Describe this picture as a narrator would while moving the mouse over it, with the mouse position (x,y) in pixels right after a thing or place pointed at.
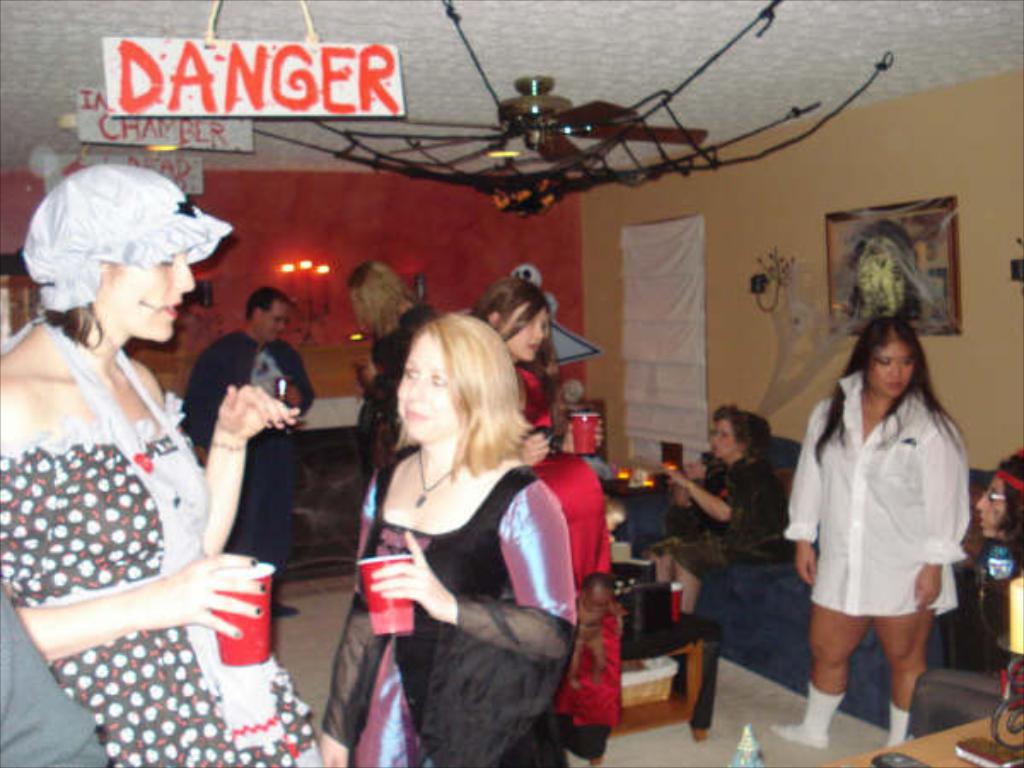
In this image there are few people (615,636) standing and few are sitting on sofa (796,586) holding cups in their hands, in the background (369,233) there is a wall (582,227), on that wall (818,214) there are frames (828,299) lights (308,269), on the top (497,55) there is ceiling (920,46) and a fan (535,117) and there are boards (158,134), on that boards (145,112) some text (112,112) is written.
